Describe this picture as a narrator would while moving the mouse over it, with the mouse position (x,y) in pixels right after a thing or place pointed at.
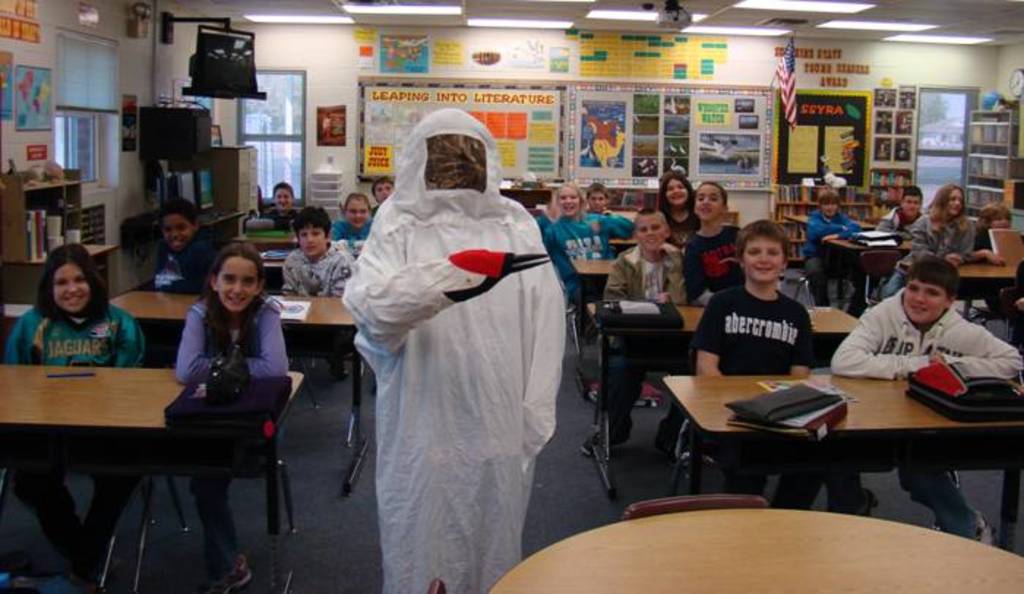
This is looking like a classroom (582,470). Many kids (82,361) are sitting on chairs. In front of them there are tables (96,418) on table (115,419) there are bag (963,406), packets (796,406). In the middle (431,343) a person (487,439) is standing wearing a suit (458,197). In the background (792,144) there are posters (884,127), painting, board (733,102), flag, door (929,143), racks (804,193) with books (841,194) are there. On the top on ceiling (350,16) there are lights (638,12).
